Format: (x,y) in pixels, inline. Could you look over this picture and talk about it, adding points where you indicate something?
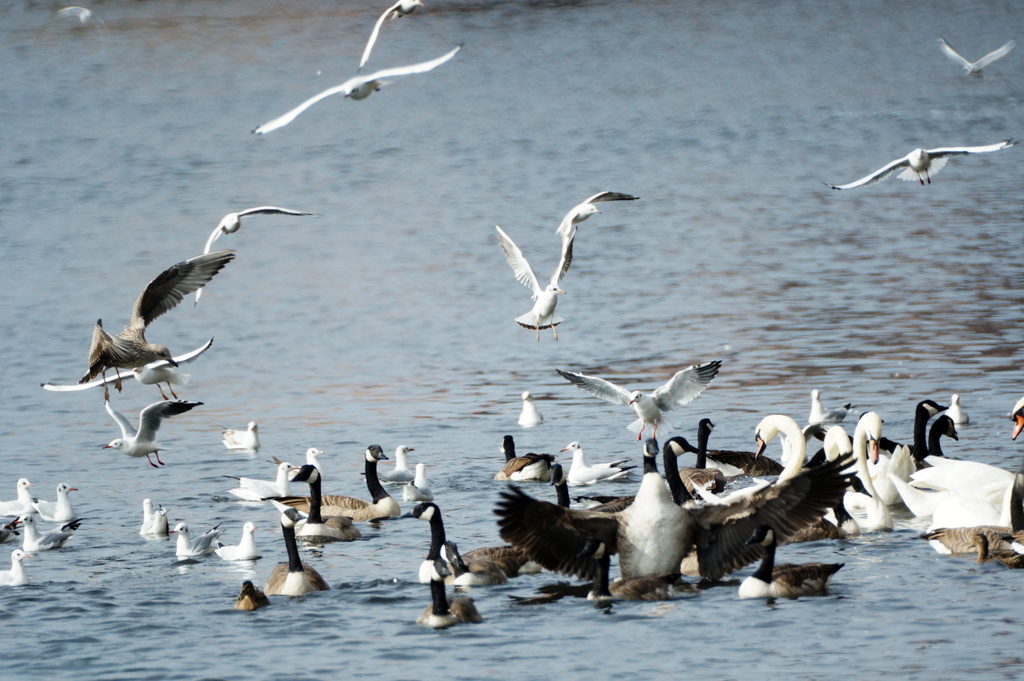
This image consists of water (489,396). In that there are so many swans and ducks (515,479). Some are flying.
